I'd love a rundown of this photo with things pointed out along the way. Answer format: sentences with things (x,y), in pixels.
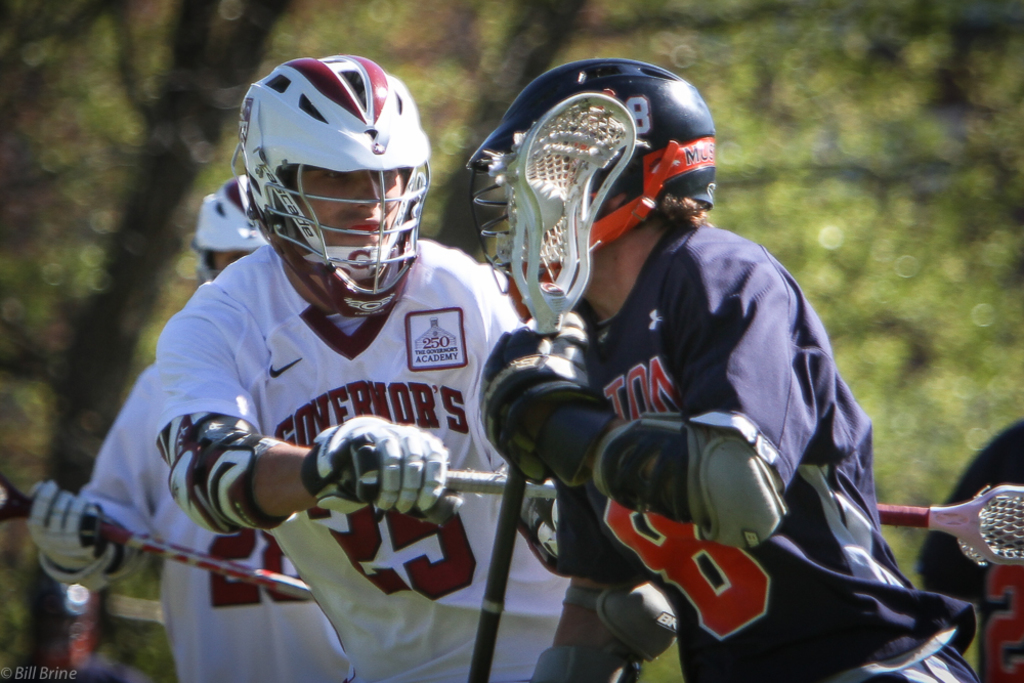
In the center of the image (675,342) there are people (678,360) wearing helmets (395,116) and holding some objects (4,490) in their hands (62,506). The background of the image (81,132) is blur.
